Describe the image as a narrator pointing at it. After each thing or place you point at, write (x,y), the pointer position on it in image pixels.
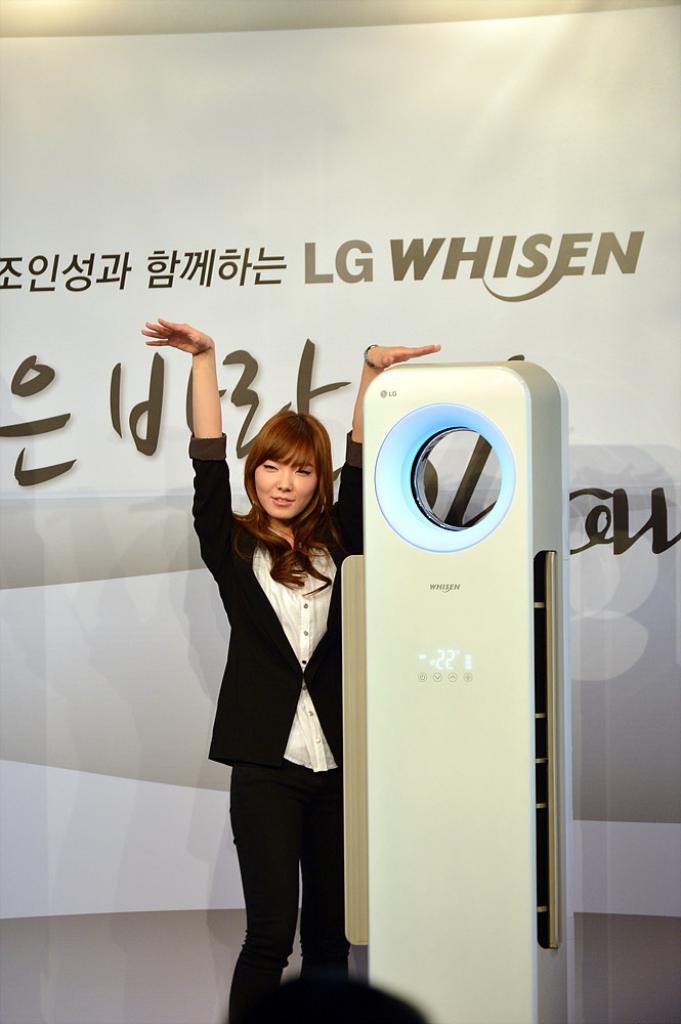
In this image there is a lady (317,586) wearing black suit (311,840) standing beside an electronic machine (429,638). In the background (398,267) there is a banner (270,267).
